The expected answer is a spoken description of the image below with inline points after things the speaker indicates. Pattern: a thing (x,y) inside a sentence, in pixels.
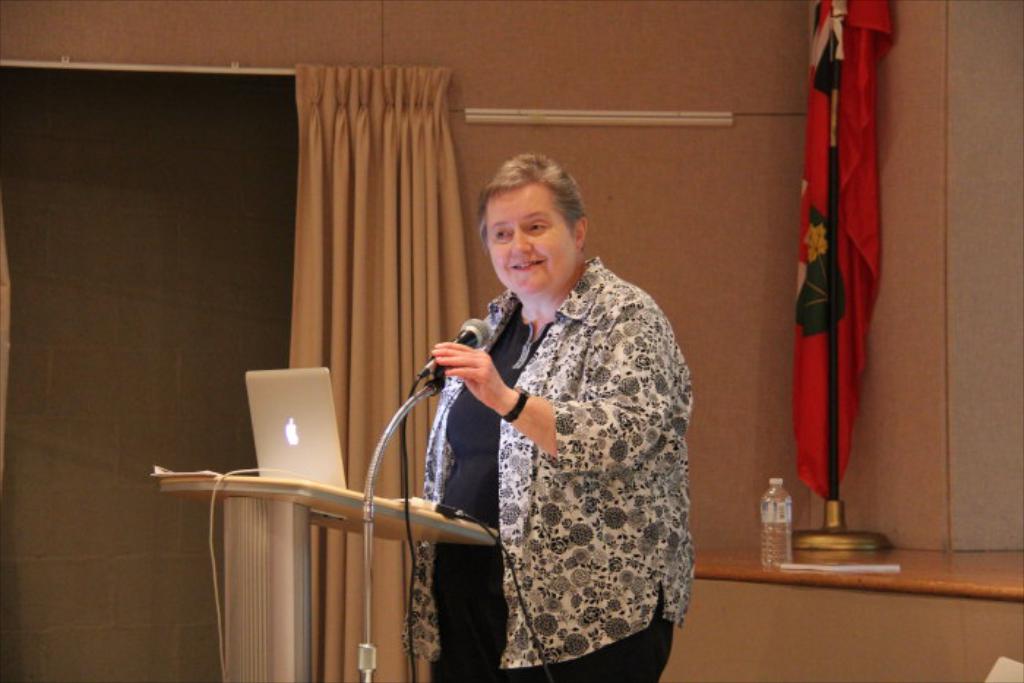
In this image in the center (582,335) there is one woman (577,314) standing, and she is holding a mike (438,375) and in front of her there is one podium (303,503). On the podium (297,486) there is a laptop (270,443) and some wires (247,469), and in the background (337,122) there is a board (192,148) curtain (439,208), bottle (775,539) and some papers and wall (771,189).
